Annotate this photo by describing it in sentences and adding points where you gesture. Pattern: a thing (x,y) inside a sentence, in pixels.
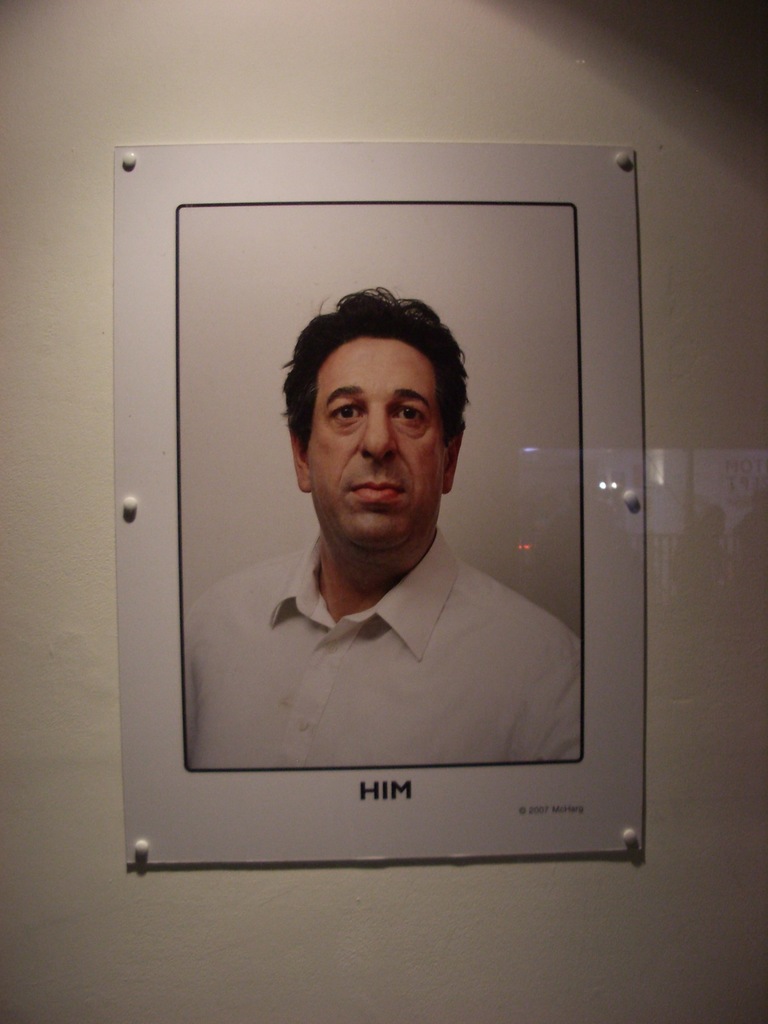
In this image there is a photograph (352,461) of a person (378,385) attached to a wall (65,746).
